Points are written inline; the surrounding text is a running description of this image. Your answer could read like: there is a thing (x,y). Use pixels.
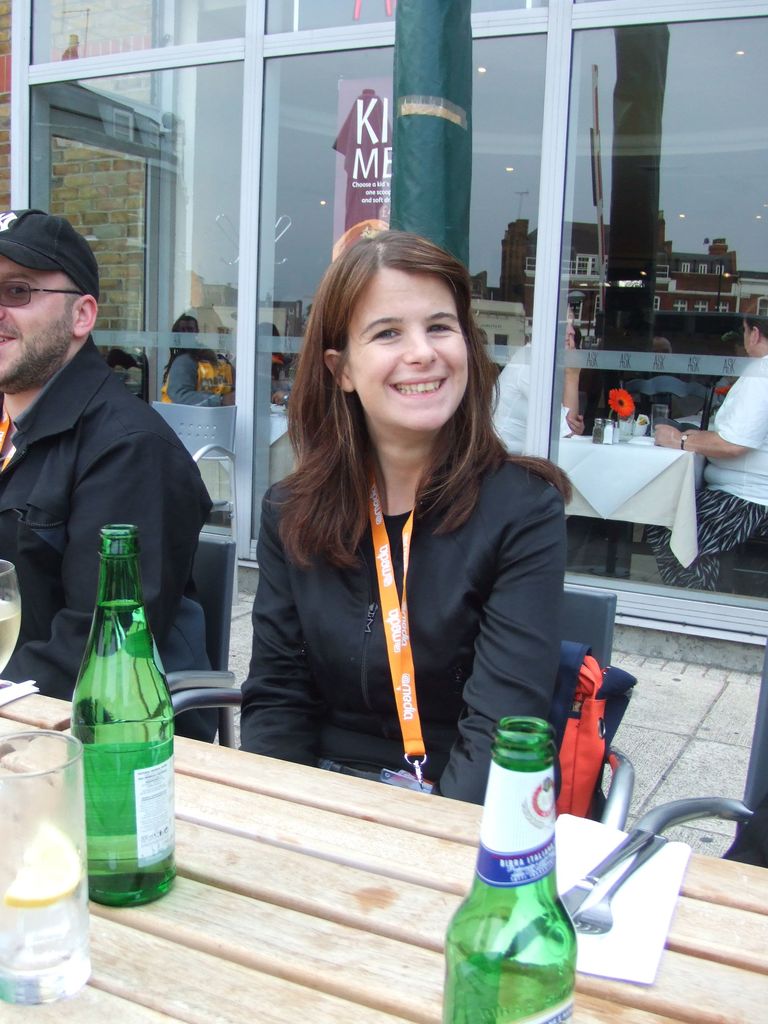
There is a woman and man (33,633) sitting in front of table (85,1012) where bottles (469,923) are there.
